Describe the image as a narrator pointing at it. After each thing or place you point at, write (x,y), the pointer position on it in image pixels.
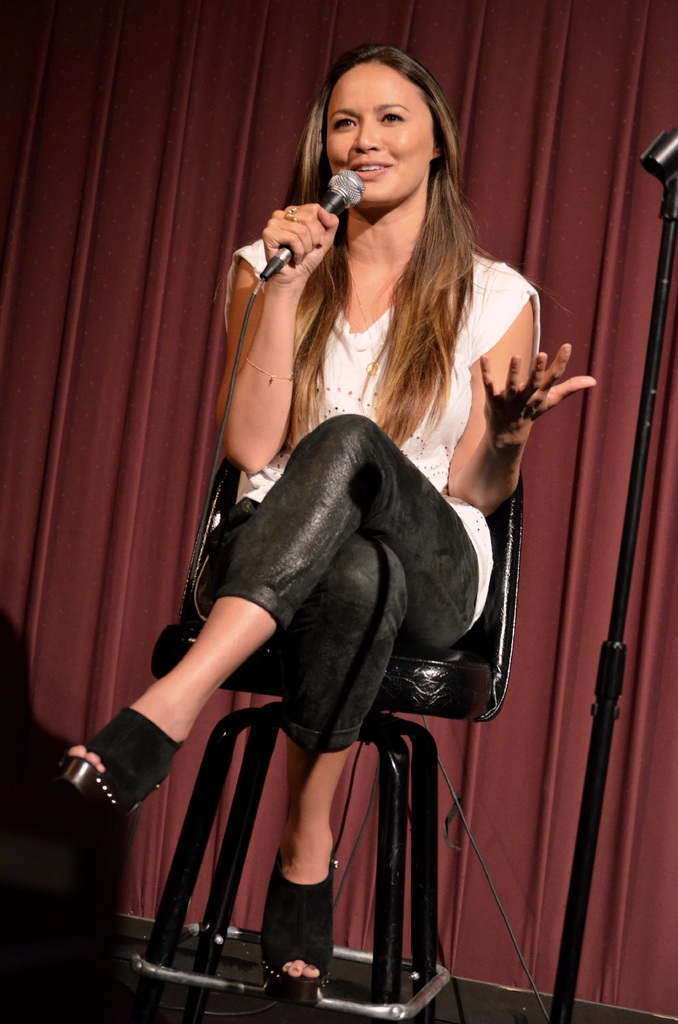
In the center of the image (373,577) we can see a lady (406,555) sitting and holding a mic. In the background (627,131) there is a curtain (588,455). On the right (637,464) there is a stand (585,882).
